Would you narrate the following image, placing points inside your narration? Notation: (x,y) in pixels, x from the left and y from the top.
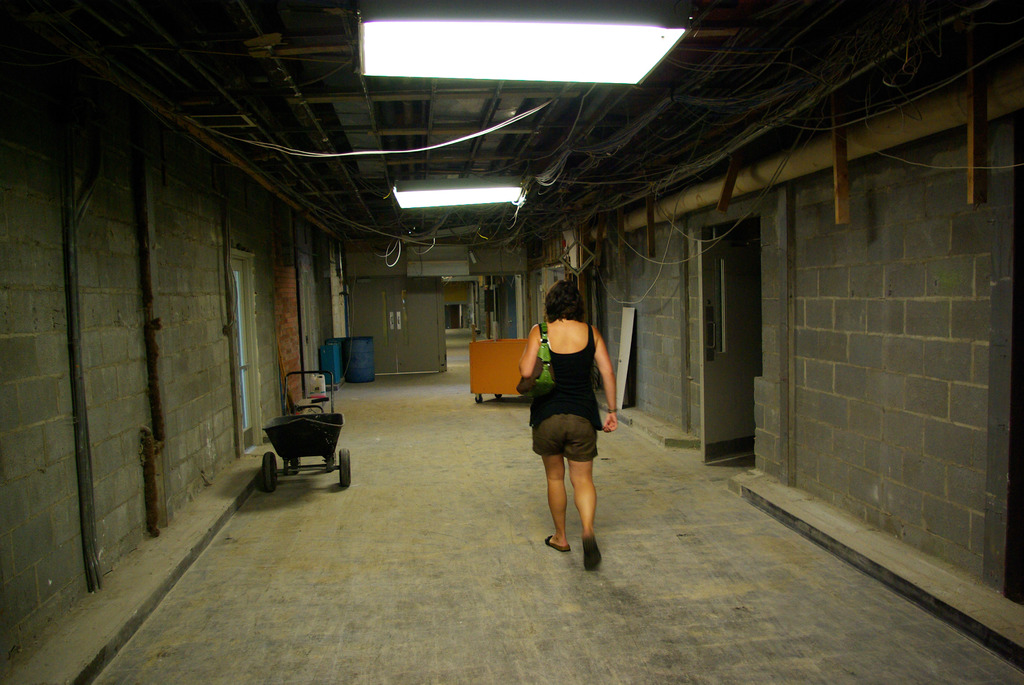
In this image, there is a woman (557,378), she is holding a purse (544,349) and she is walking, at the left side (334,446) there is a black color trolley (298,438), there are two walls (230,449) at the right (880,429) and left side (32,416), at the top (499,67) there are some lights (454,204).
